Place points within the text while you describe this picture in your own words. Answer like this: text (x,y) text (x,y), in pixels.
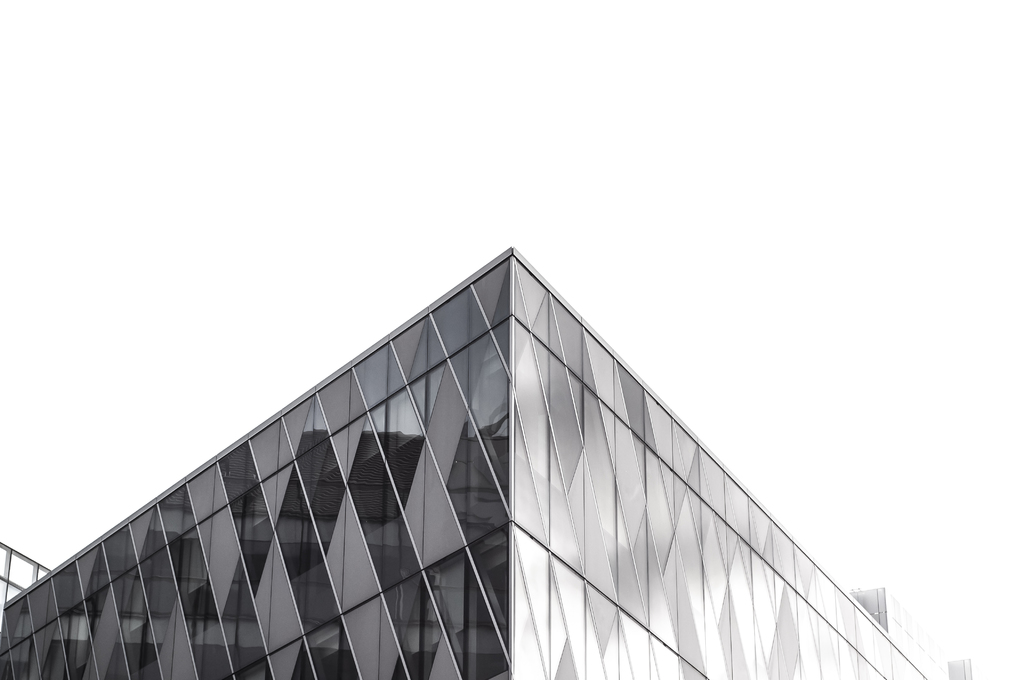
This image is a black and white image. This image is taken outdoors. In this image there is a building (167,535).
